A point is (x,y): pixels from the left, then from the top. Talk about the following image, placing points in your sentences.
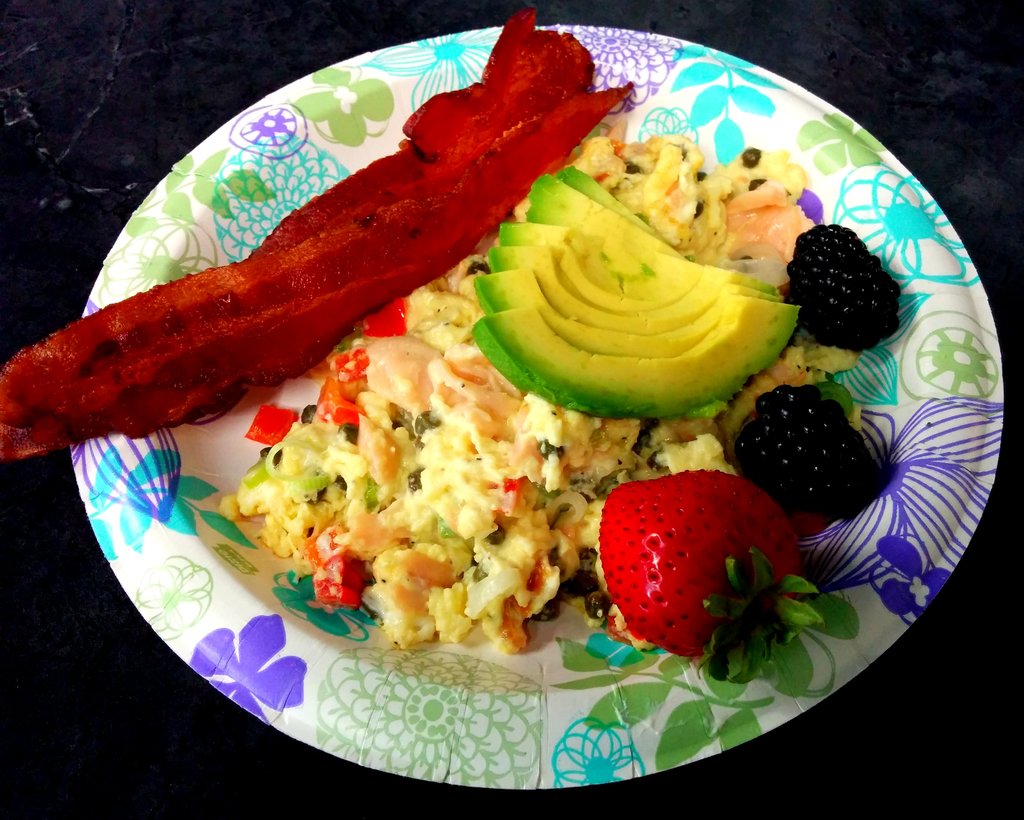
In this image we can see a disposable plate (643,55) with some food (374,256) on it.
